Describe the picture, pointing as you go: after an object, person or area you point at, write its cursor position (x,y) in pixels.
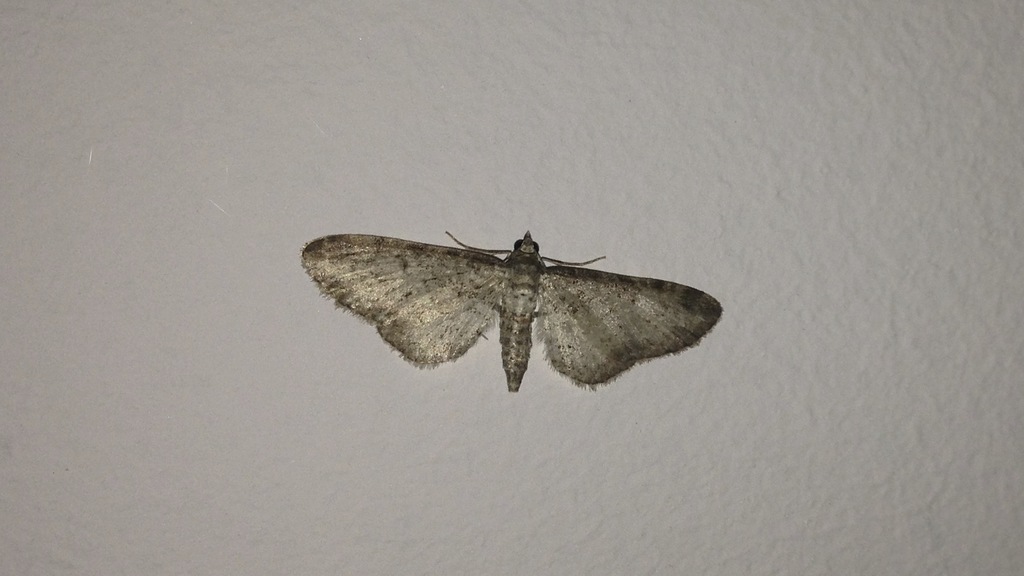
In this image I can see an insect (651,326) in brown and gray color and I can see the white color background (651,393).
